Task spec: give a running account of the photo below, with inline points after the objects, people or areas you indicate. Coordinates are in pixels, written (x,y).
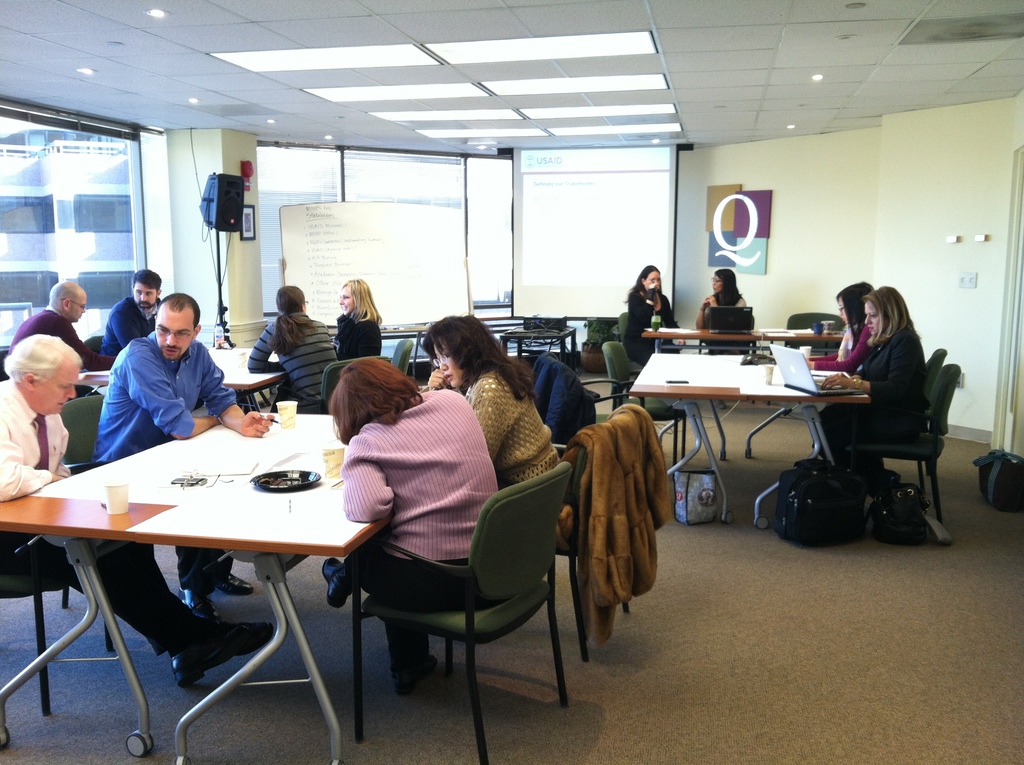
This image is clicked in a room (986,540) there are tables (272,505) and chairs (623,365). People (878,351) are sitting on chairs (625,385) around the tables (280,459). On the tables (79,514) there are glasses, plates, laptops (787,371). There is a speaker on the left side (234,221). There are lights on the top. There is a whiteboard (365,277) in the back side (413,249).
